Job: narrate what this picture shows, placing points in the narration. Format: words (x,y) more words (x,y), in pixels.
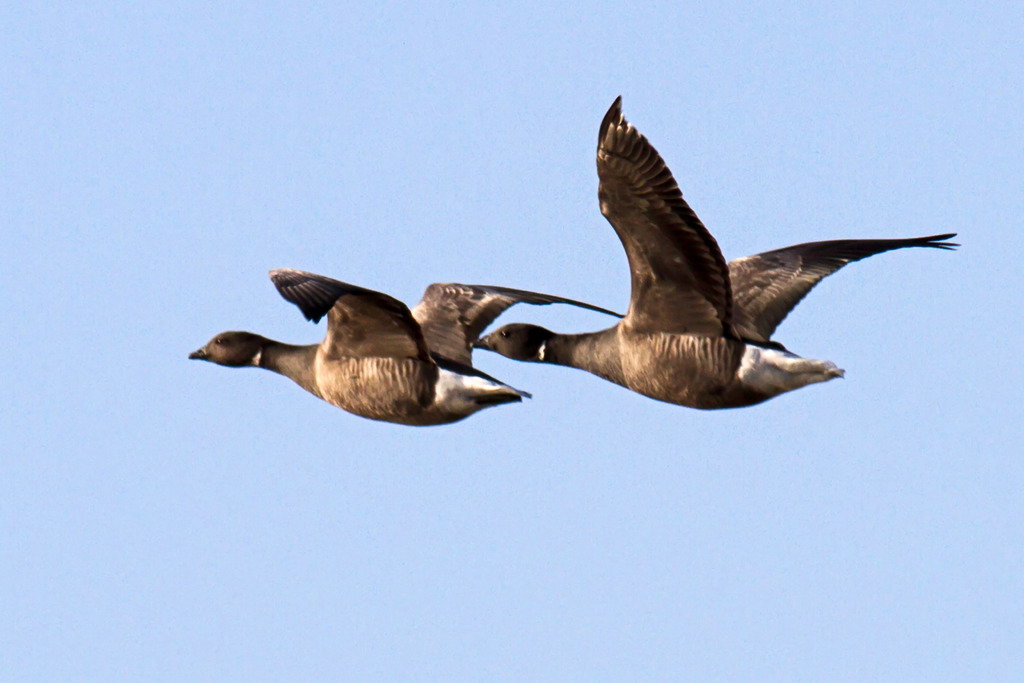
In this image we can see two birds (502,337) flying in the sky (200,299).
